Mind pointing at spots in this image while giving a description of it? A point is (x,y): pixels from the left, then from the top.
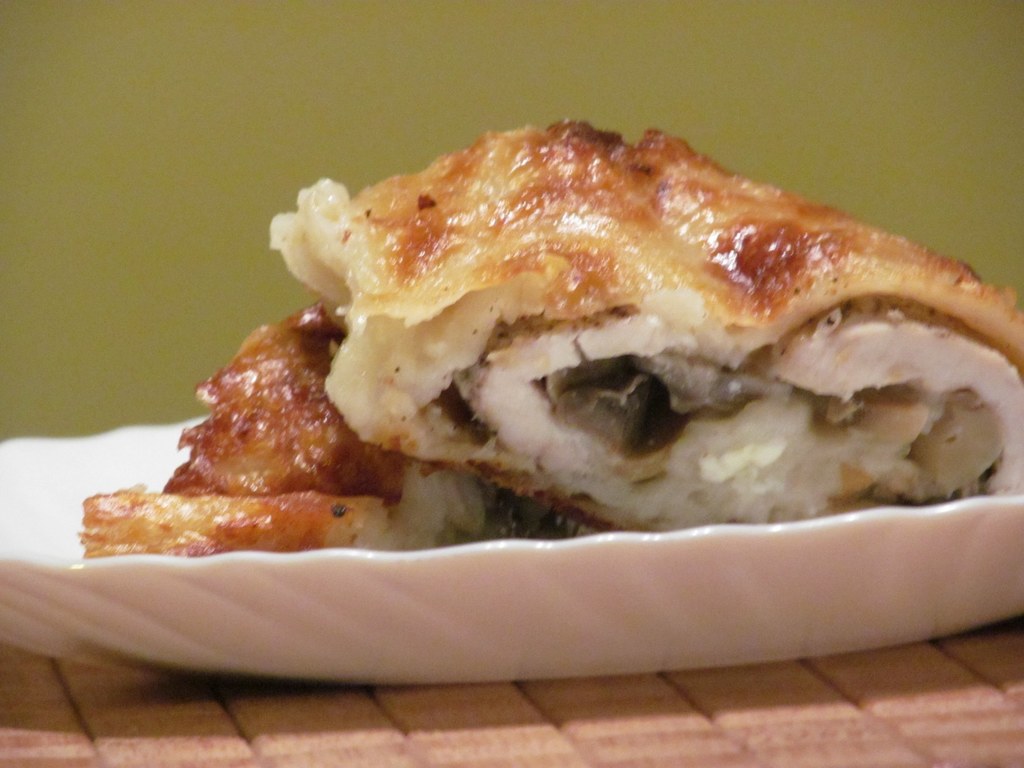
In this picture I can see there is some food (588,392) placed in the plate (225,636) and it is placed on a surface (534,725) and in the backdrop (380,143) there is a wall (40,133).
